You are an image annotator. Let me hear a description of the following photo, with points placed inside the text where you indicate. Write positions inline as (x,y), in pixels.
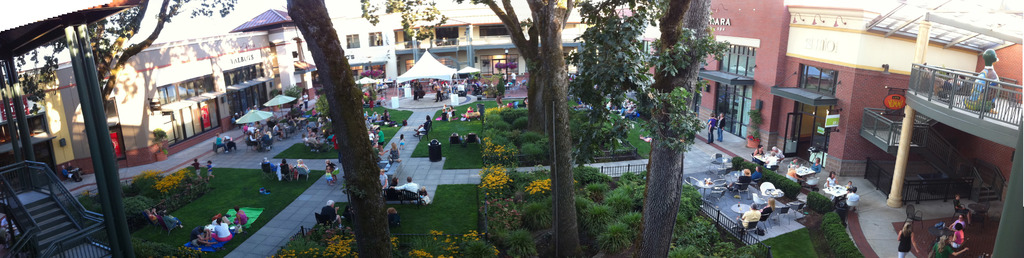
In the picture I can see buildings (897,144), trees (343,147), plants (595,204), the grass (455,201) and fence (484,192). I can also see people (327,175) among them some are standing and some are sitting on the ground (407,160) and on chairs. In the background (268,117) I can see tents (432,60), fence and some other objects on the ground (418,177).
